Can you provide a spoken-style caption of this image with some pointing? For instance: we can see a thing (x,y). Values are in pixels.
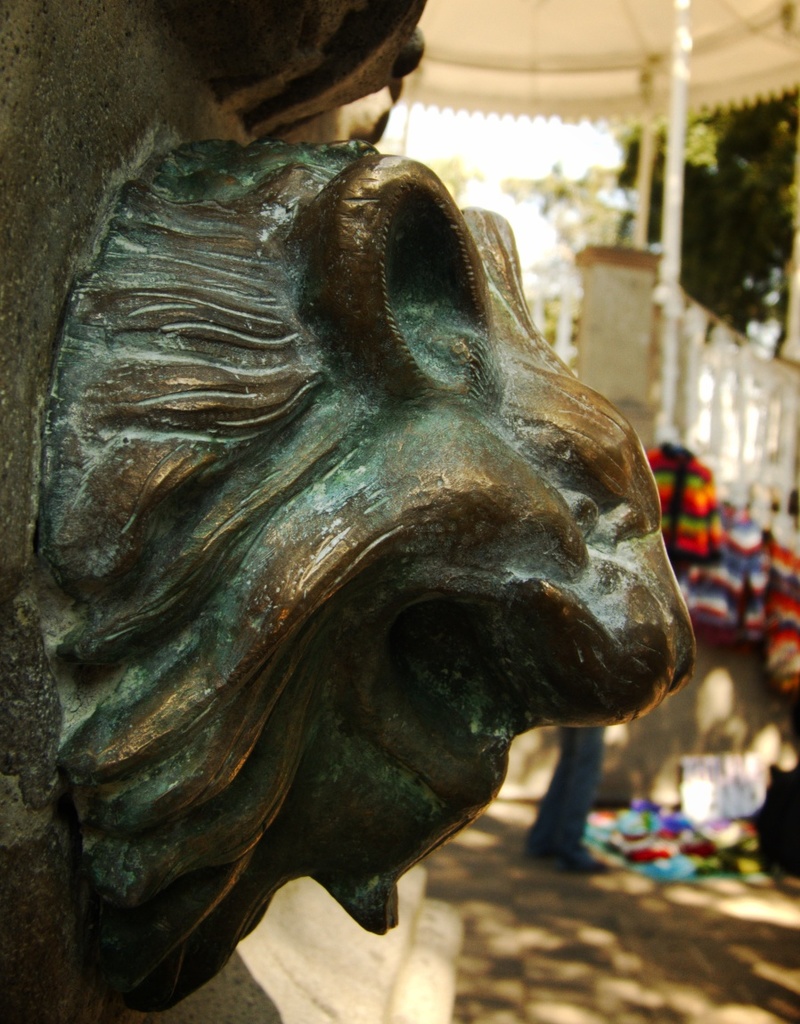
In this image there is a statue (359,622). Behind the statue (383,369) there are some clothes (724,542) and trees (734,218). Image also consists of a white roof (618,60), pole (679,53) and some person (570,813) on the ground (624,945).
